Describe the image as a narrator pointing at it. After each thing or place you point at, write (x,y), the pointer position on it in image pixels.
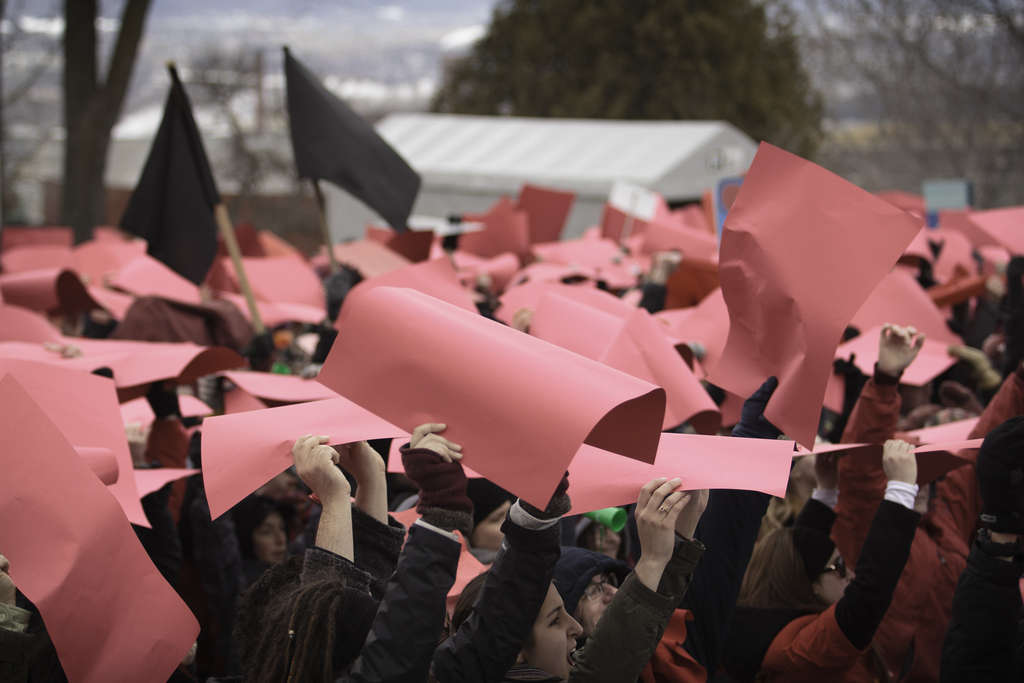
At the bottom (510,504) there is a group of persons (955,529) who are holding paper (578,342) and black flag (199,191). In the background (411,92) we can see shed (663,139), trees (598,37) and buildings (130,121).
